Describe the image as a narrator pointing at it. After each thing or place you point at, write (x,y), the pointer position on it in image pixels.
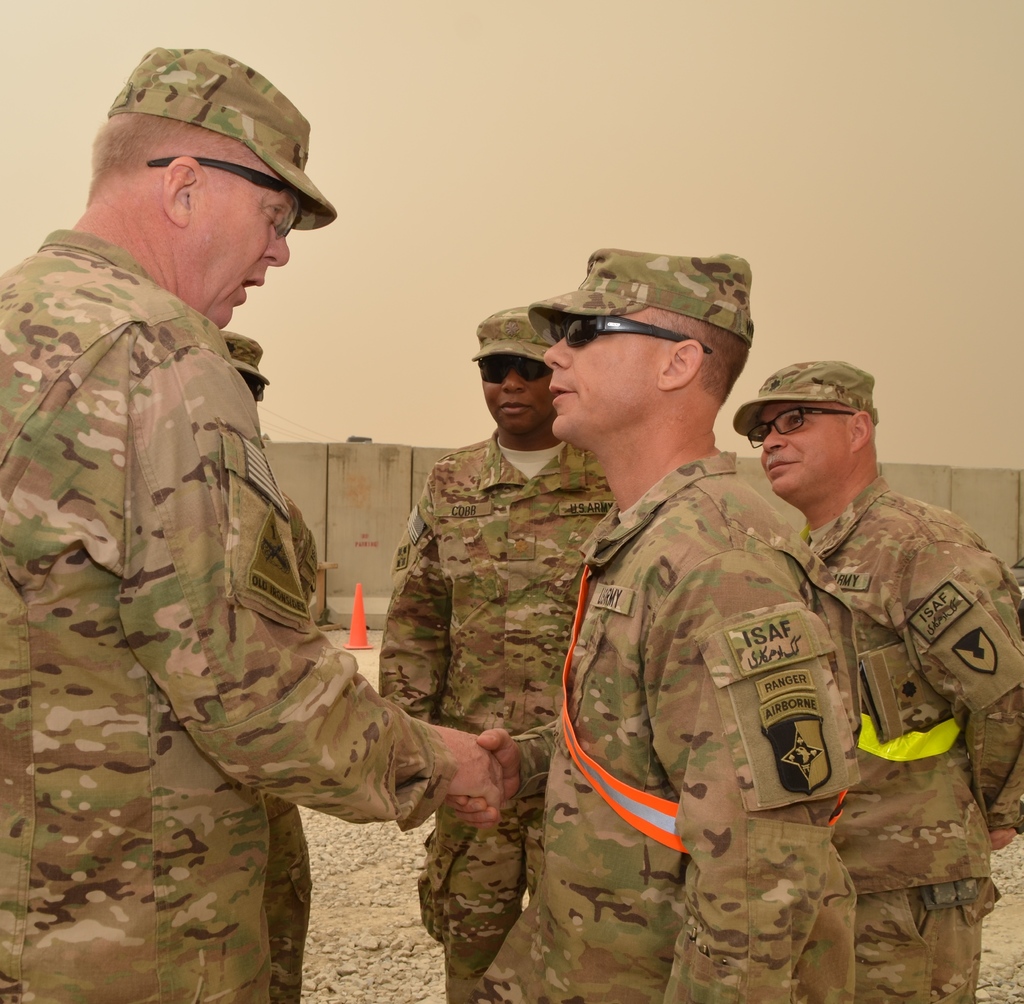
In this picture I can see some army persons (829,672) who are wearing the cap (672,260), shirt (865,548) and goggles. In the back (341,501) I can see the concrete wall (961,511), beside that there is a traffic cone (356,640).
